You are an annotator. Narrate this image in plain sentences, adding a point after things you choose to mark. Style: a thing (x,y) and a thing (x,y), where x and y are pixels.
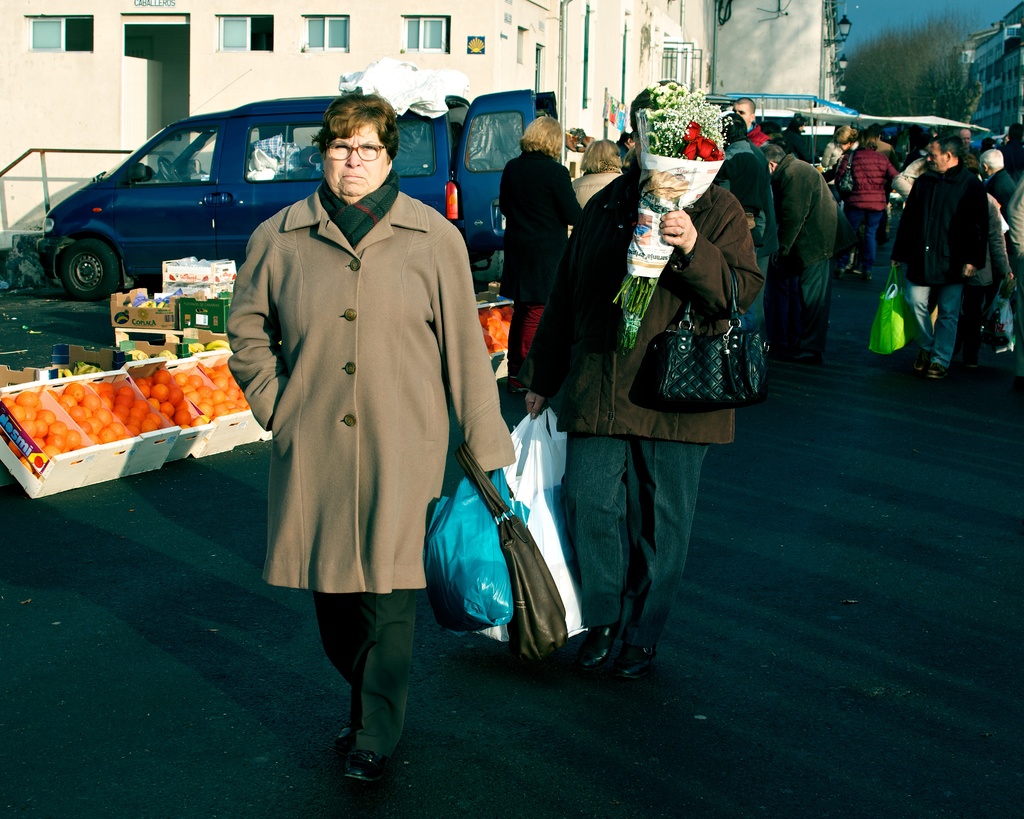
In this image we can see a few people (622,515) on the road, among them some people (606,435) are holding the objects (708,361), there are some boxes (225,429) with fruits (45,430) in it, also we can see some buildings (576,66), windows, trees (907,72) and the sky (962,21).
